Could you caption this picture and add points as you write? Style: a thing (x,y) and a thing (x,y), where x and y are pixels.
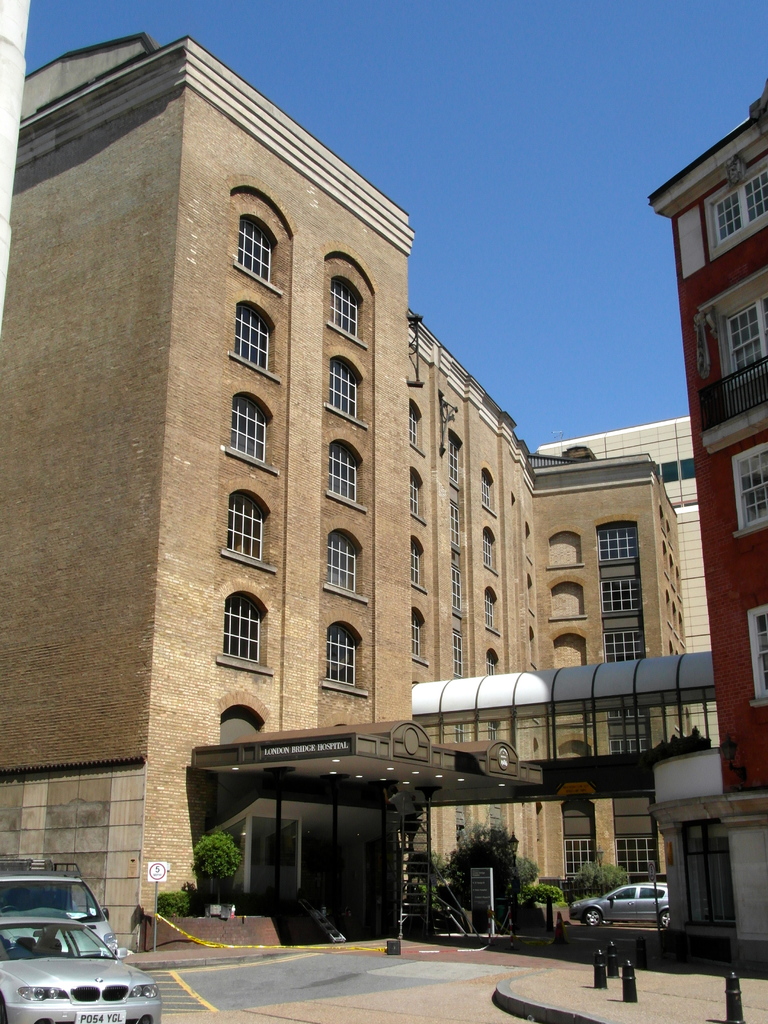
In this image we can see buildings (480,524) with windows (530,578). Also there is a bridge (441,706) with arch (564,693) and there are trees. Also there are vehicles (29,910). In the background (537,198) there is sky (435,184).
